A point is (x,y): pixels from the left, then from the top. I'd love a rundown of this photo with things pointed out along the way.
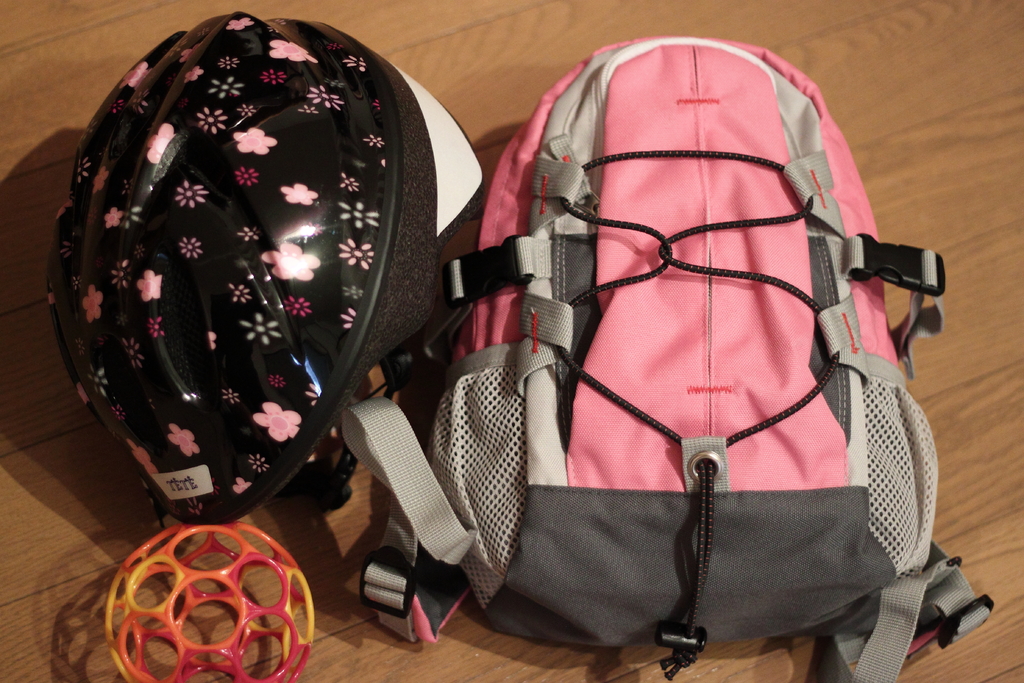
In this image I see a bag (483,460) and a helmet (254,505).
